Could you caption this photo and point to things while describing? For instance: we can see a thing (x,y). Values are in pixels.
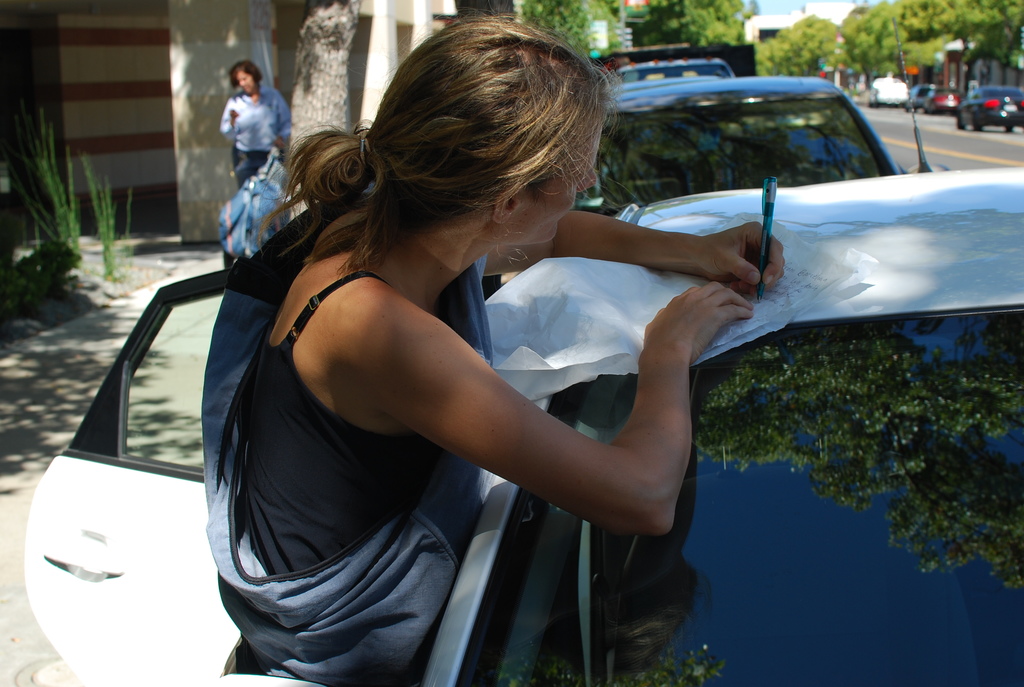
On the background (957,17) we can see trees (871,31), building (394,43). Here we can see one women (673,436) standing near to the car (552,593) and she is holding a pen (772,191) in her hand (744,288) and writing on a paper (796,285). This is a road (939,119) and on the road (993,139) we can see cars (962,122).
